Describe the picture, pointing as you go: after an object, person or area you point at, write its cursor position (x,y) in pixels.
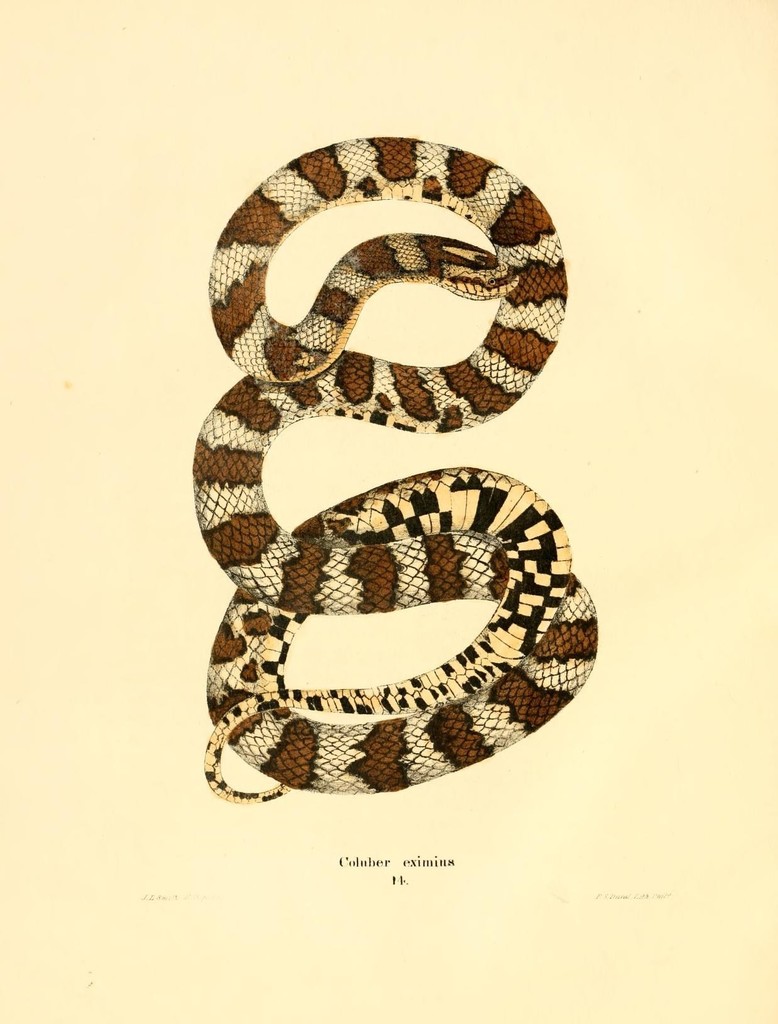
In this image we can a snake picture (232,392) on the paper (692,524), and also there is some text (420,864) on the paper (458,843).
